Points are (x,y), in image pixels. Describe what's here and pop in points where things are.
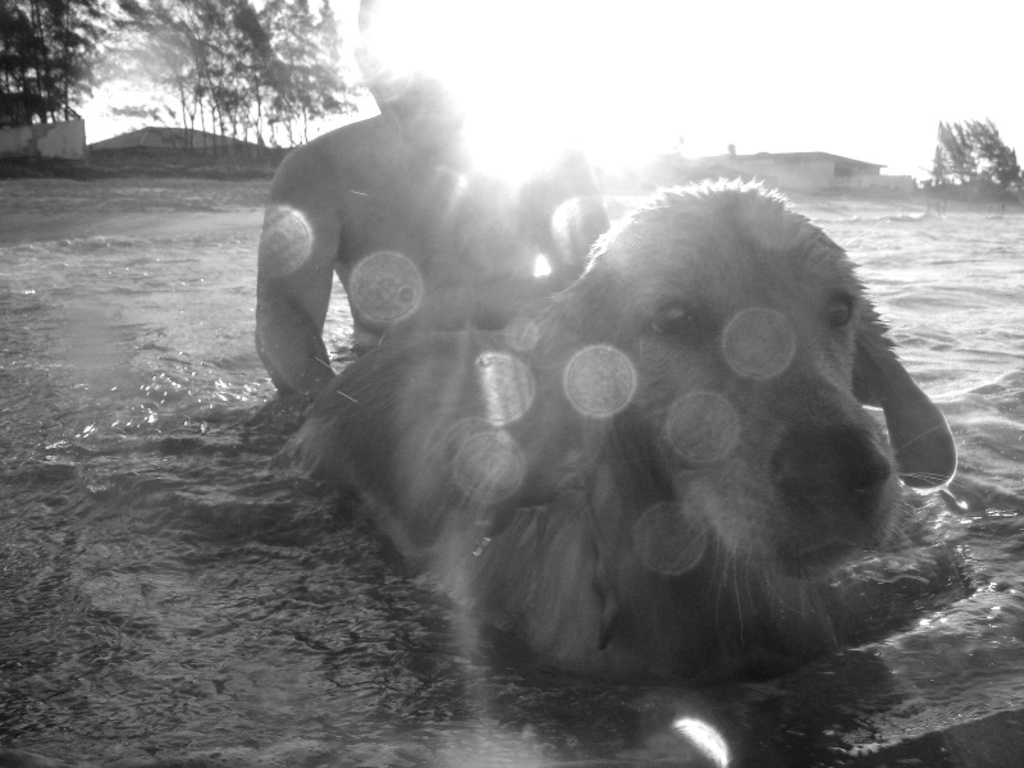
In this image there is a person (359,239) and dog (580,334) swimming in the water (89,243) behind them there are buildings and trees (52,79).
